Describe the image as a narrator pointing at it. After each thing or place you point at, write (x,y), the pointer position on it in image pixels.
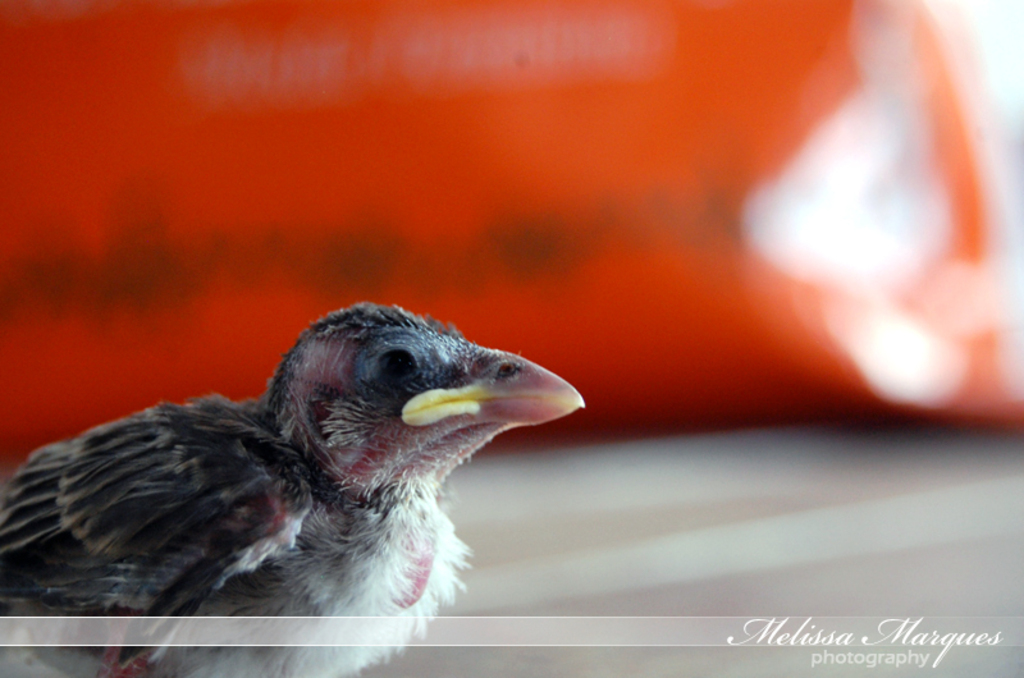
In the image I can see a bird (220,490) which is black, pink, yellow and white in color. I can see the blurry background (561,222) which is red and white in color and something is written on the image.
